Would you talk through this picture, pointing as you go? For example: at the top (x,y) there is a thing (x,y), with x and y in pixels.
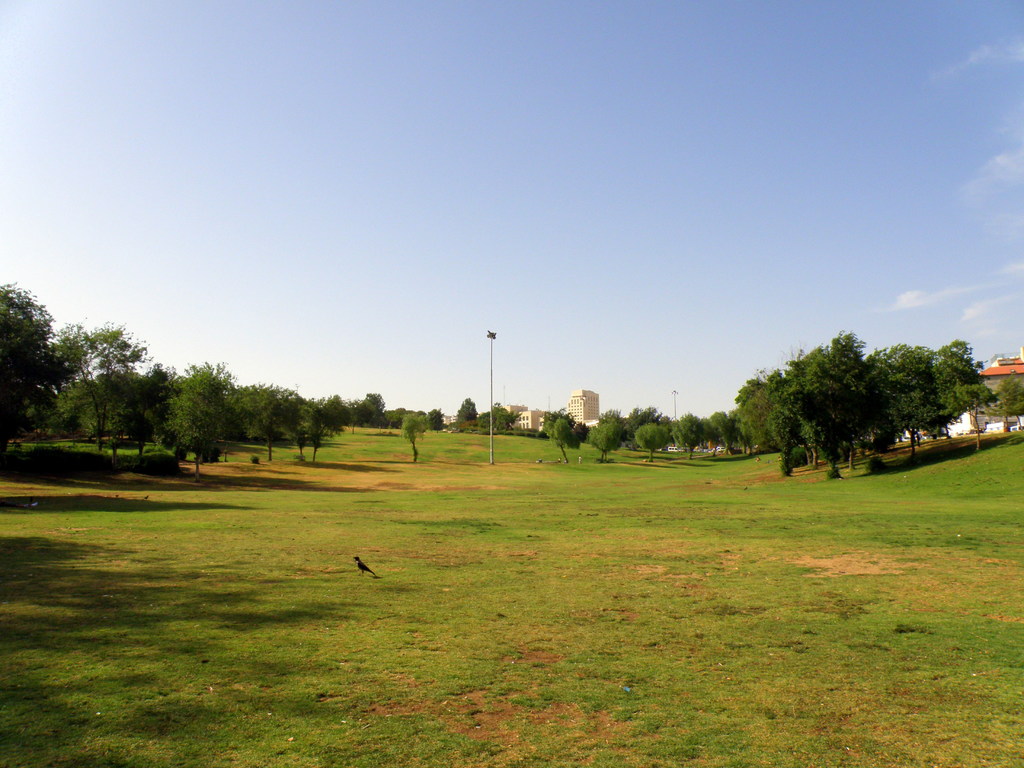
In this image we can see a ground (513,600) with grass (535,594). On that there is a bird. Also there is a pole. And there are trees (782,426). In the background (955,428) there are buildings (534,423). And also there is sky (551,173) with clouds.
